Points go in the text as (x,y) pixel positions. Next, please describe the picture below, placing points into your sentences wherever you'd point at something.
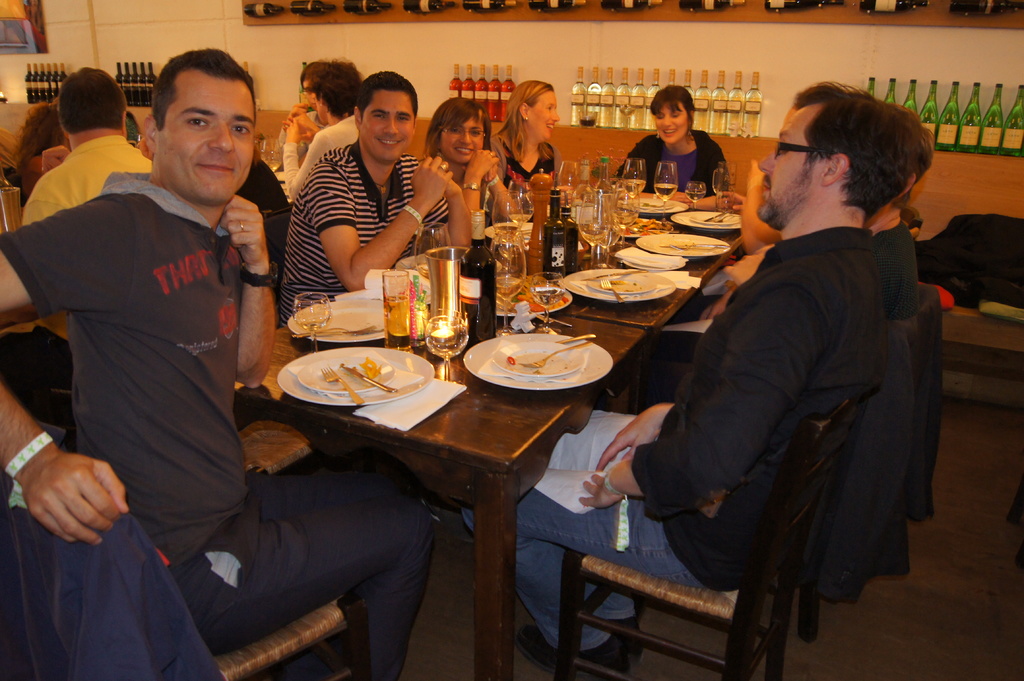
In the image, there are group of people (848,227) sitting on the chair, in front of the table (450,465) on which plates (514,376), glasses (449,343), beverage bottles (489,297) and food items (642,233) are kept. The wall (528,64) is white in color. On both side of the background (959,128), there are beverage bottles (963,114) kept on the rack (1012,196). It looks that the image is taken inside a bar shop (925,619).
